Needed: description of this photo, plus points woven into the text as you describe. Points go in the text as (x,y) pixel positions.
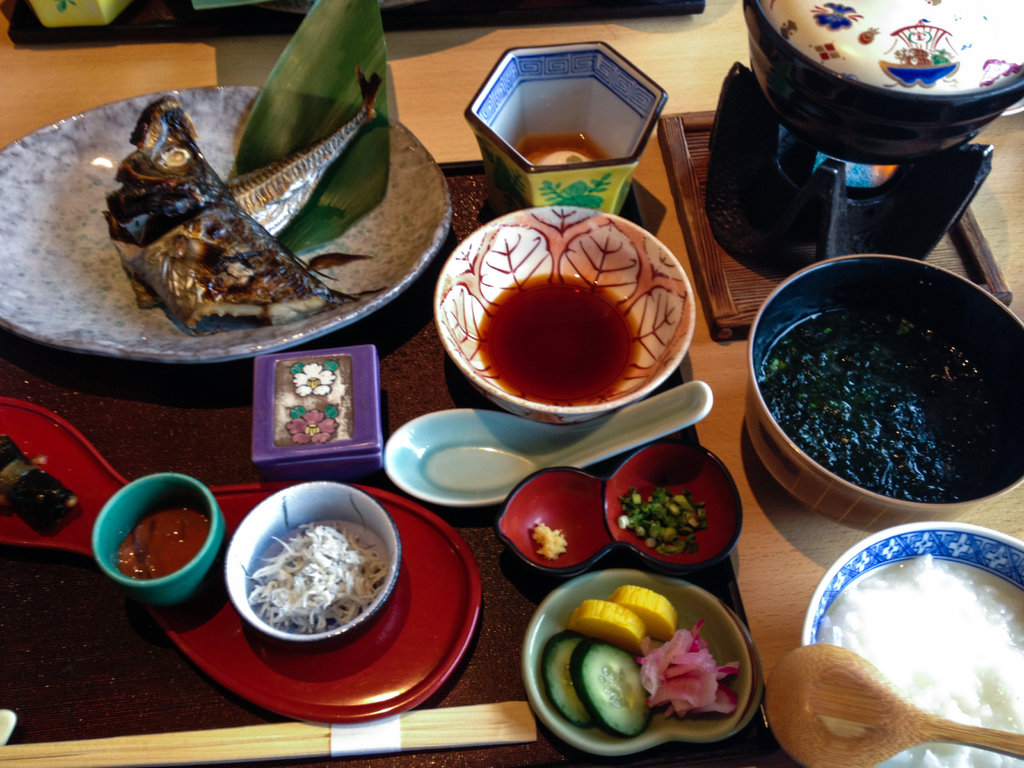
In this image we can see many food items (883,436) in the bowls (1014,410) on the table (641,169).
